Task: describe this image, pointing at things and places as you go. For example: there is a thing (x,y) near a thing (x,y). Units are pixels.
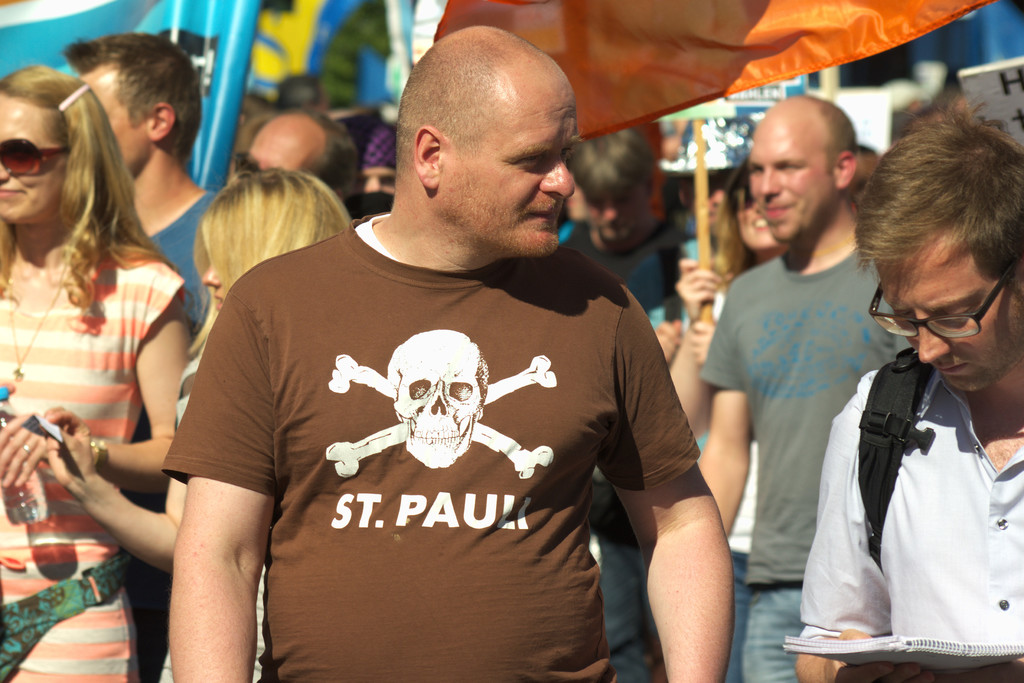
In this image, we can see a group of people (353,267). In the background (637,12), we can see an orange color cloth (654,25) and a board (1007,86) which is held by a person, metal rod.
